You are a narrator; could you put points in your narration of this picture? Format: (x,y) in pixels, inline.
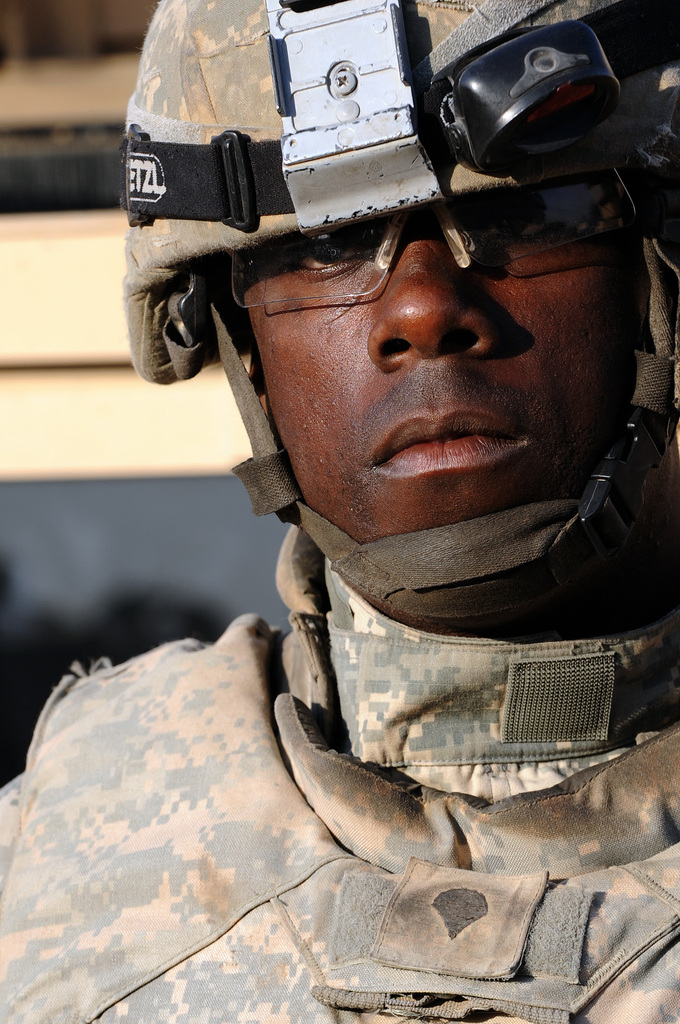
In the picture I can see a soldier (332,67). There is a helmet (395,59) on his head (486,85) and I can see the safety goggles (471,222) on his eyes (546,212).
